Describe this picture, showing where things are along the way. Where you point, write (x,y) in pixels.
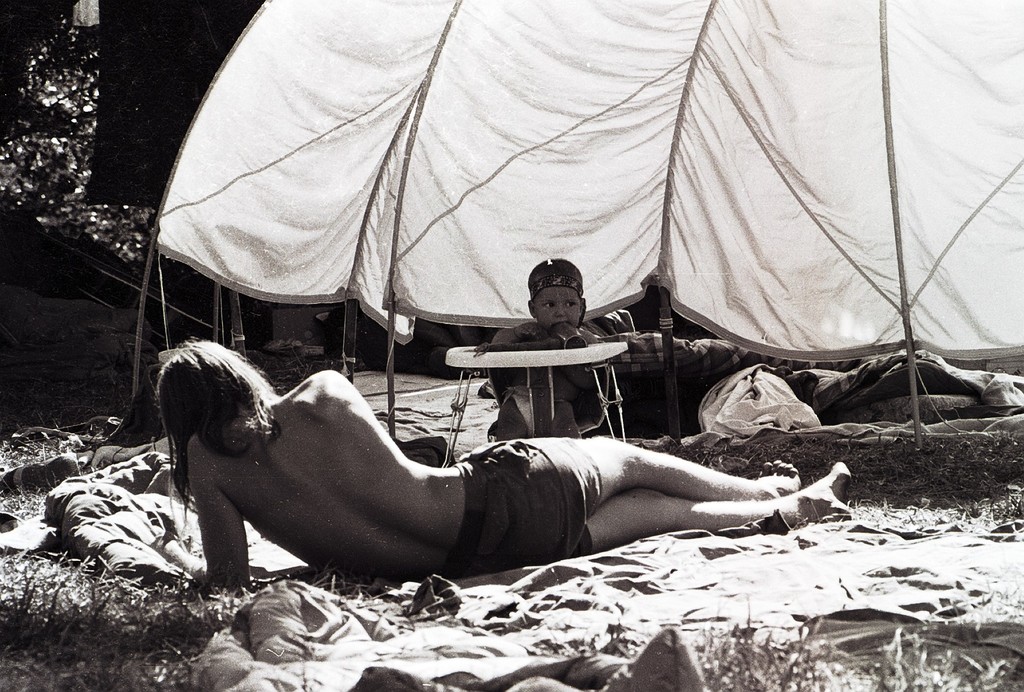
A person (646,502) is lying on the floor (922,493) and in the right side (749,307) it looks like a tent (513,50).
